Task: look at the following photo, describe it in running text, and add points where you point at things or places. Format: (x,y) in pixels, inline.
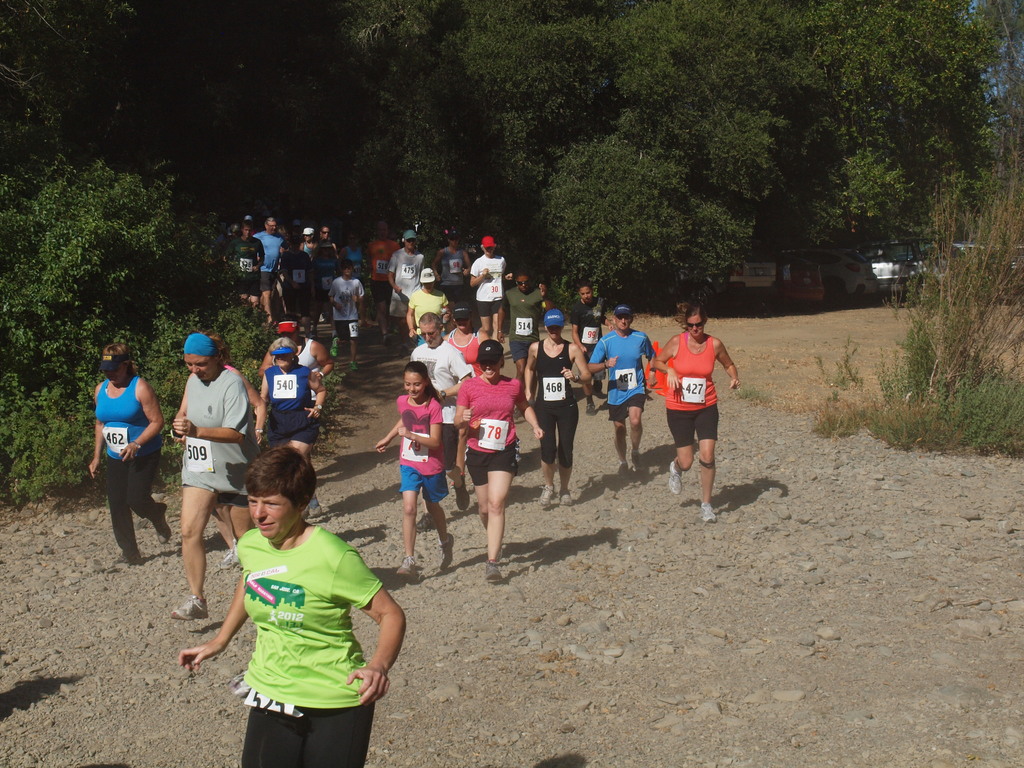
In this picture there are people (609,370) in the center of the image (491,495), it seems to be they are running and there are cars (853,257) and trees (628,252) in the background area of the image (750,232).
